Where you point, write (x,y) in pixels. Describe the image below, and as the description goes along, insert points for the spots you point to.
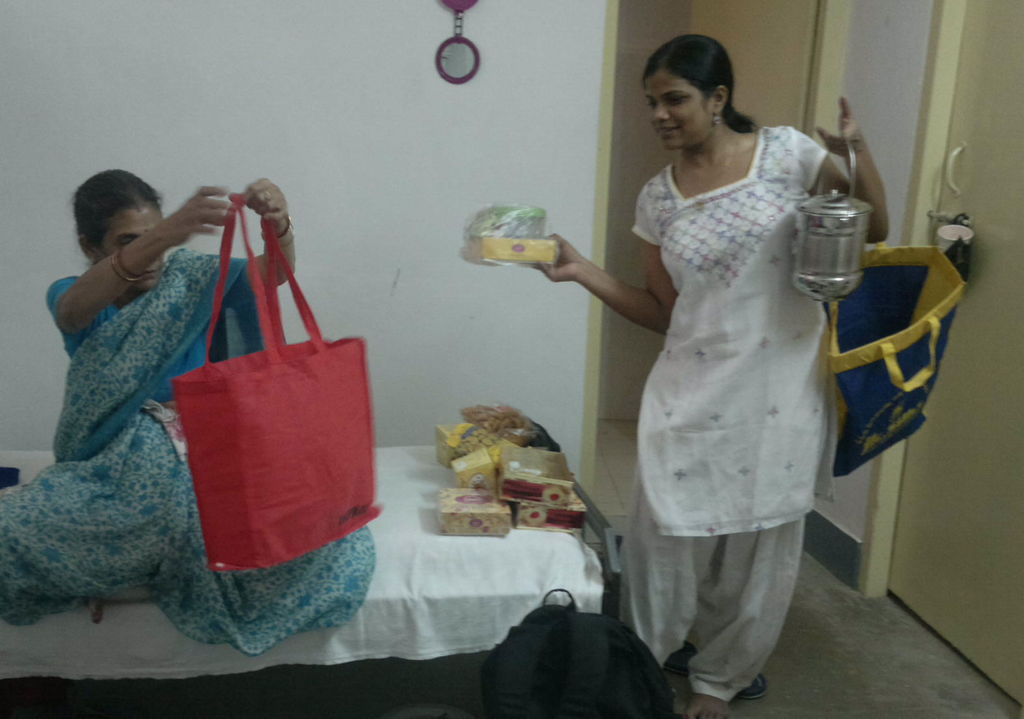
In this image we can see a woman (141,311) holding the red color bag (248,407) and sitting on the bed (559,559) which is covered with the white color blanket (440,604) and on the bed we can see the biscuit boxes (495,485) and some other food item covers (490,428). On the right (711,244) there is a woman (710,313) holding the bag (880,281) and a steel vessel (841,267) and also the biscuit box (533,255) and standing on the floor (815,660). We can also see the black color bag (564,653). In the background (469,57) there is a mirror (442,47) attached to the wall (409,83). We can also see the doors (774,42).
